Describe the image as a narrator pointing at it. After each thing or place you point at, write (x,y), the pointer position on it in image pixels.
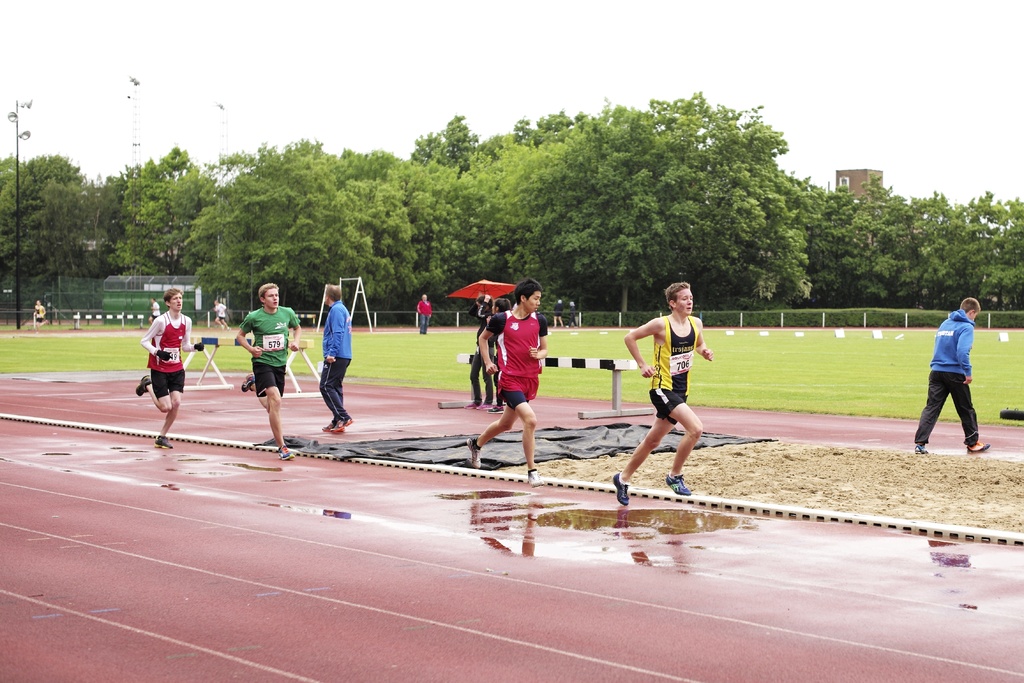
This picture I can see in the middle (675,350) a man (687,441) is running, he wore yellow and black color top (665,357) and black color short (672,401). Behind him few other men (157,334) are also running, at the bottom (699,552) there is the water (655,564). At the back side (68,307) there is the net (192,301) and there are trees (536,213), at the top (432,54) it is the sky (415,41).
